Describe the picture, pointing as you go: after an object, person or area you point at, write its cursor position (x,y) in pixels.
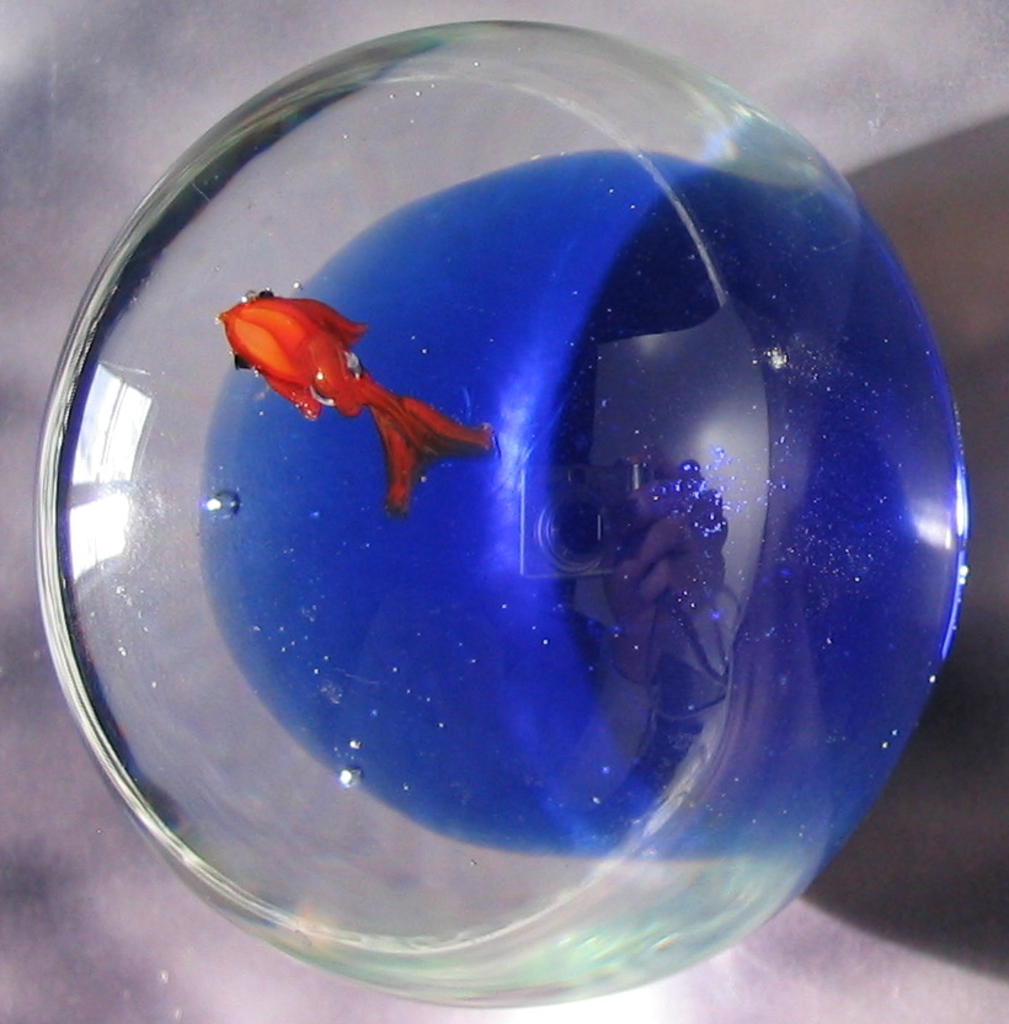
In this image there is a glass paperweight (668,528) on an object (940,239), there is blue glass (333,632) in the paperweight (302,368), there is a fish (305,383) in the glass (341,555), the background of the image is grey in color.
